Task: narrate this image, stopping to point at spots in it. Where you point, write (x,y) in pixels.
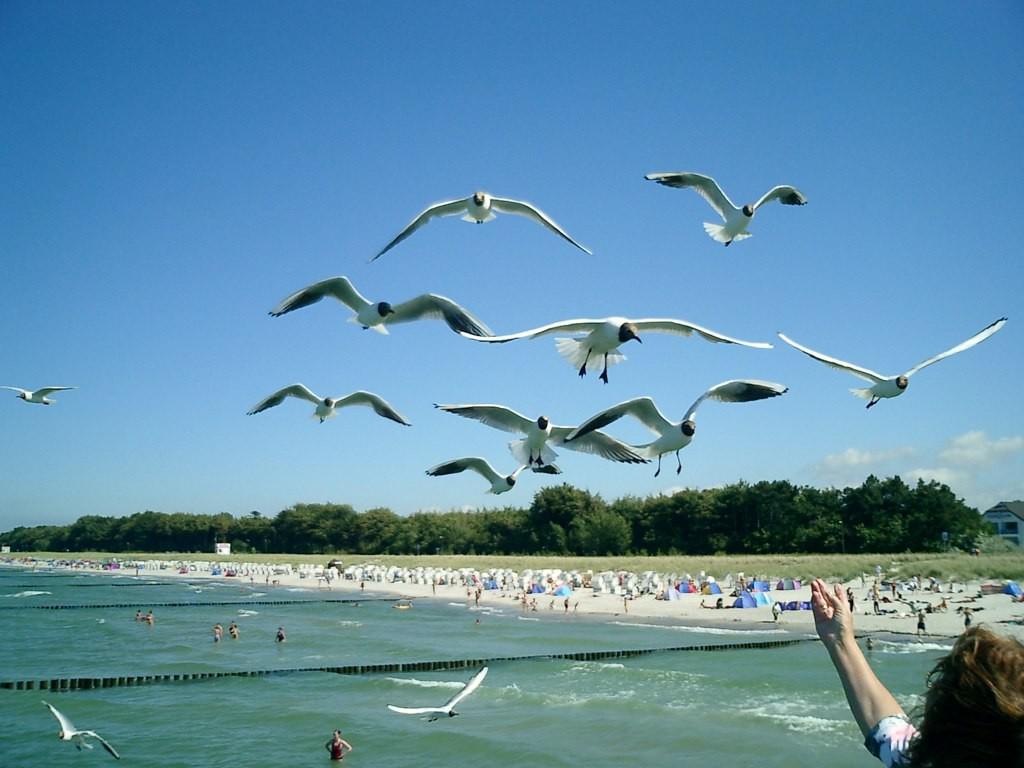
These are birds (725,332) and trees (724,518), this is water (455,657) and a sky (314,204).
